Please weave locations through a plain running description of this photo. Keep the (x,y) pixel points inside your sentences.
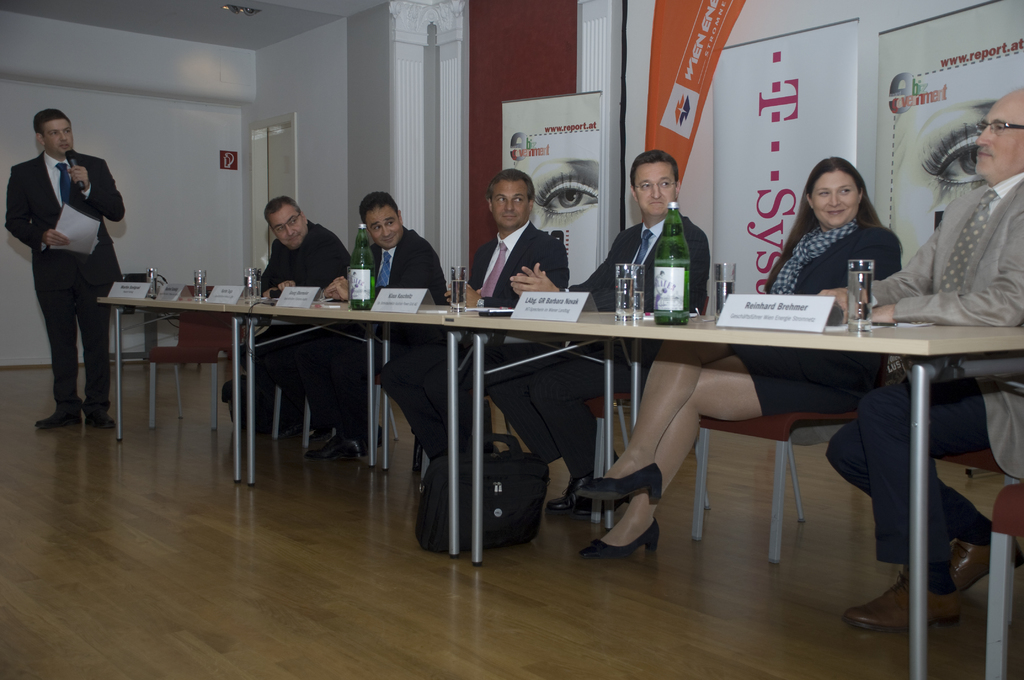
In this image there are group of persons (636,252) who are sitting on the chairs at the left side of the image (69,324) there is a person (74,280) standing and holding paper (72,214) and microphone (76,163) in his hands (88,173) and there are some bottles (656,307), glasses (463,272), name boards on top of the table (388,343) and at the background of the image (249,115) there is a wall (268,79).
